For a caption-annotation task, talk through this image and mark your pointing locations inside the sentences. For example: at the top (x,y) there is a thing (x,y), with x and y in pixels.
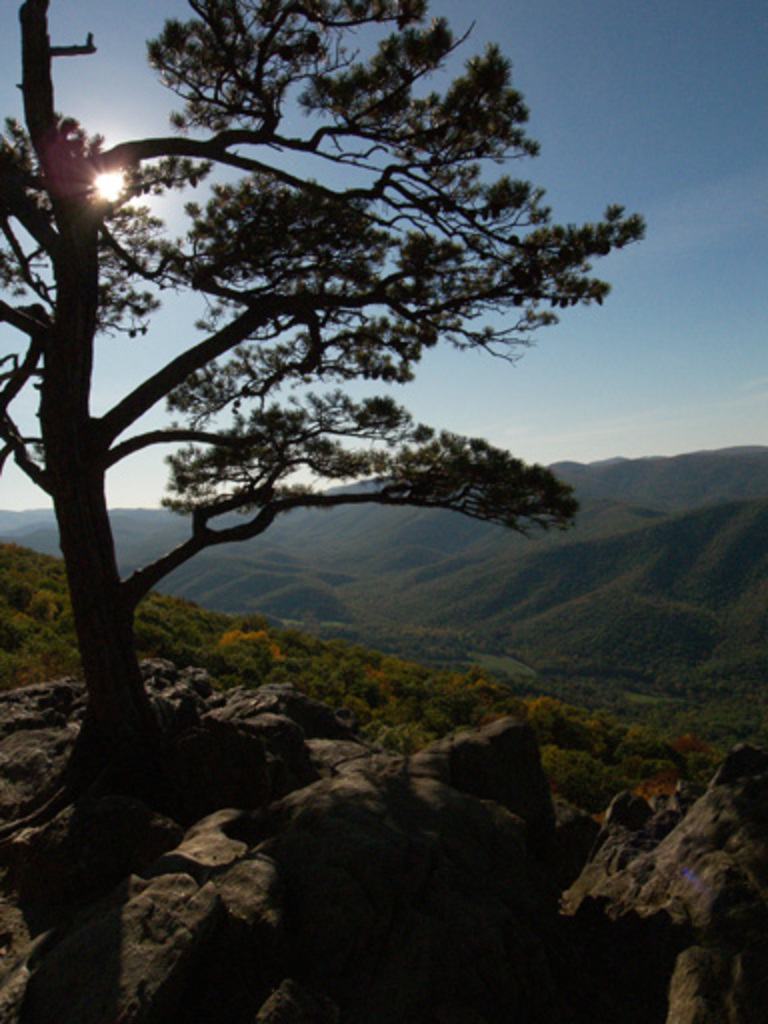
In this image, we can see the sky (613,259) is blue in color and the view is beautiful where there are some hills (363,539) and there is a tree (59,292) with branches (271,304) and leaves (318,256) on it and we can also see the sun (108,190) which is white in color.
